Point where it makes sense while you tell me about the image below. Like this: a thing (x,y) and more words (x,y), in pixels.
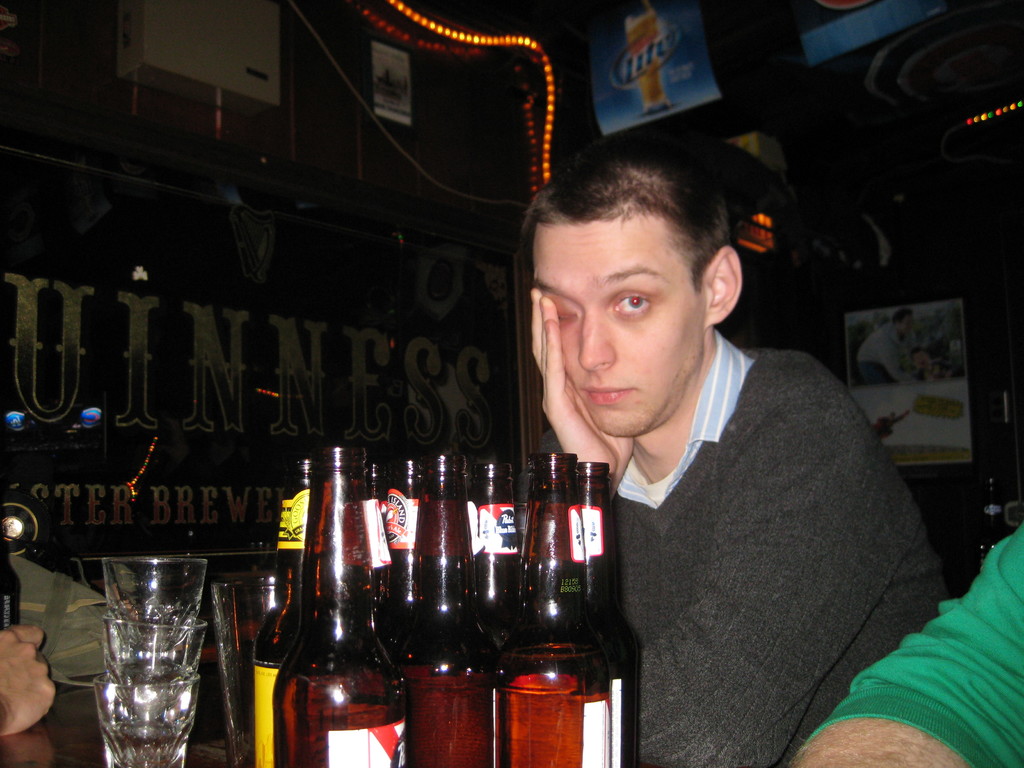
In the picture we can find a man (584,378) sitting on a chair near to the desk (98,751). On the desk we can find bottles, beer bottles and glasses (110,736). In the background (413,341) we can find a wall (54,118), lights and the wall (1014,174) is designed with some paintings (431,391).
